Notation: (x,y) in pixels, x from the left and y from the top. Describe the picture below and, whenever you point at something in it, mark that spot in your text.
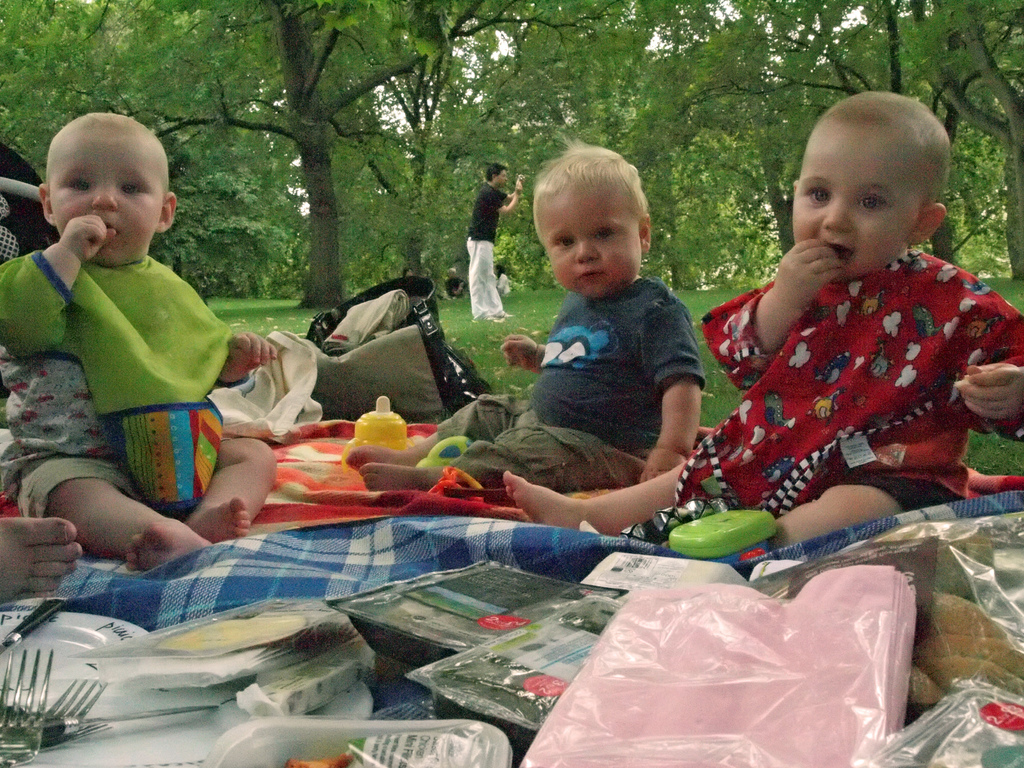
In this image we can see three kids (497,433) sitting and there is a cloth (556,540) and on the cloth (559,560) we can see some objects (444,727) like plates (151,738), forks (70,729), toys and some other things (260,726). In the background (498,246), we can see some people (483,244) and there are some trees (971,219).
